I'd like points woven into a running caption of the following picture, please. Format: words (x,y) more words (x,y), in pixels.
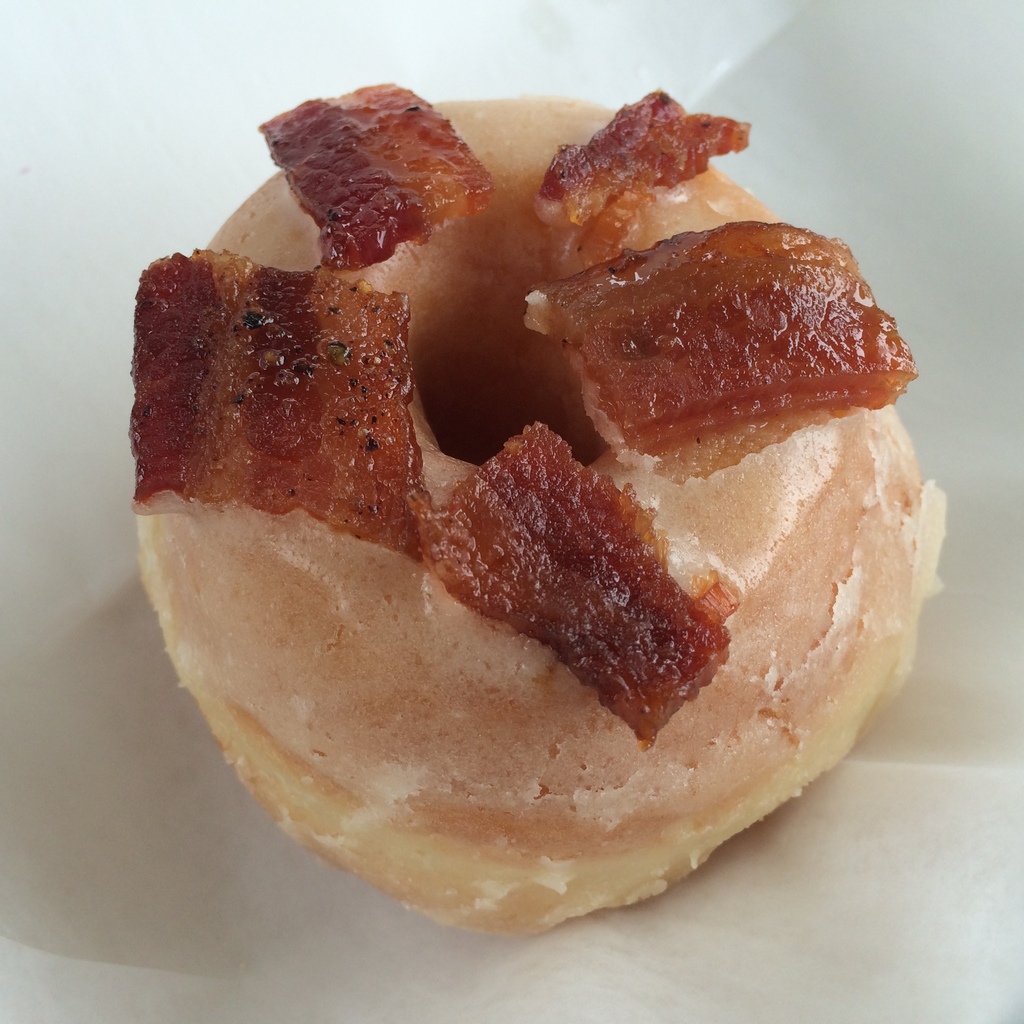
In this picture we can see a food item (416,847) on a white surface (997,476).
